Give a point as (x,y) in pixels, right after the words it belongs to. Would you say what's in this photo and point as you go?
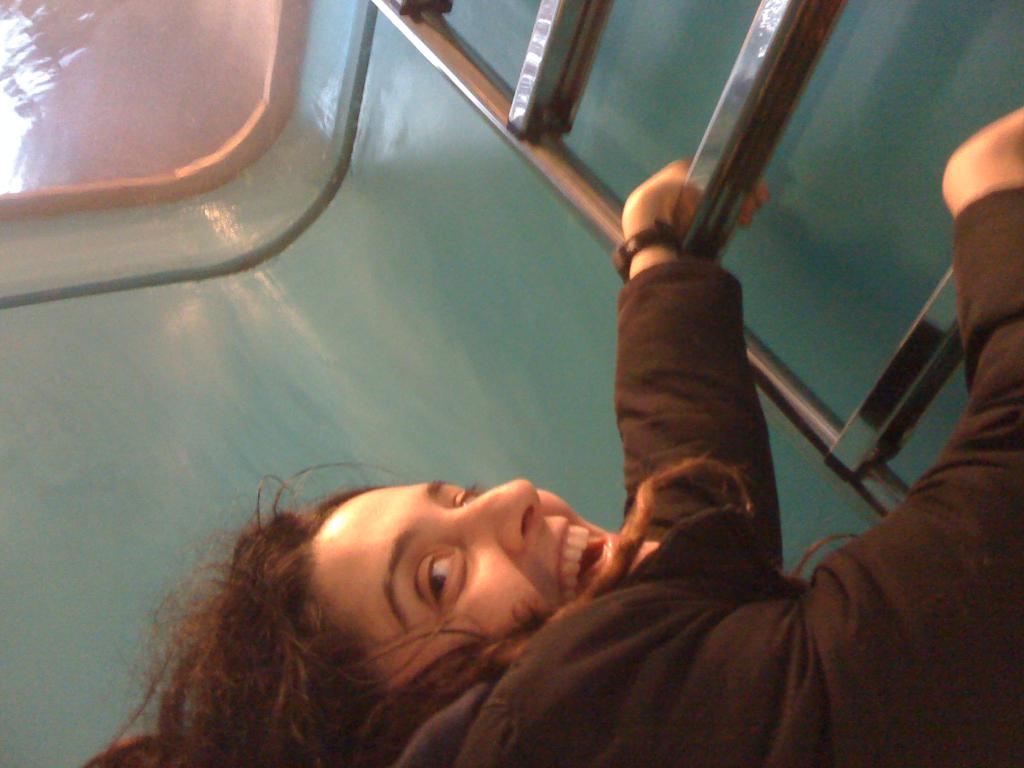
In this image we can see a lady (739,579) climbing on a ladder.
